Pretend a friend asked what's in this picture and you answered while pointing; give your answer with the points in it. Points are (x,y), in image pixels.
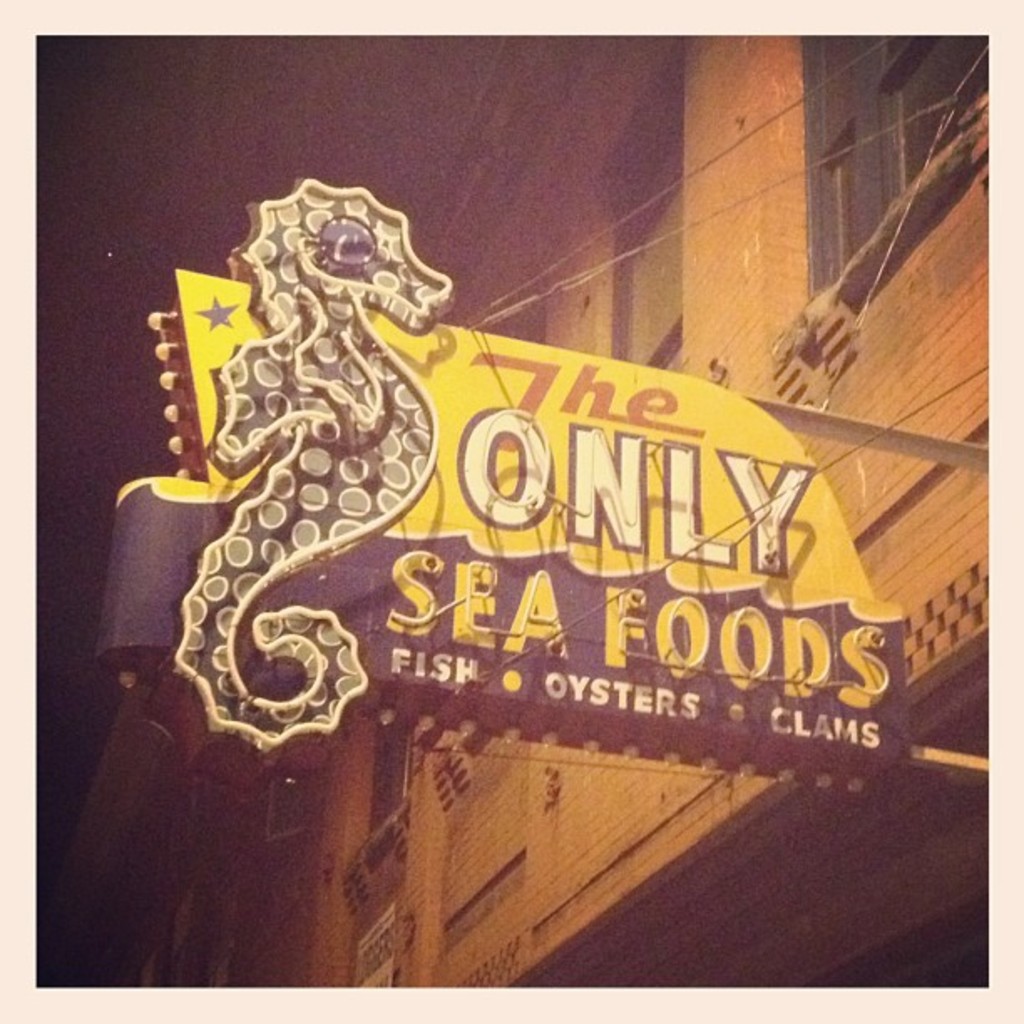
In the picture we can see a building wall (964,829) with windows (907,81) and a board (299,433) attached to it and mentioned in it as the only sea foods.
